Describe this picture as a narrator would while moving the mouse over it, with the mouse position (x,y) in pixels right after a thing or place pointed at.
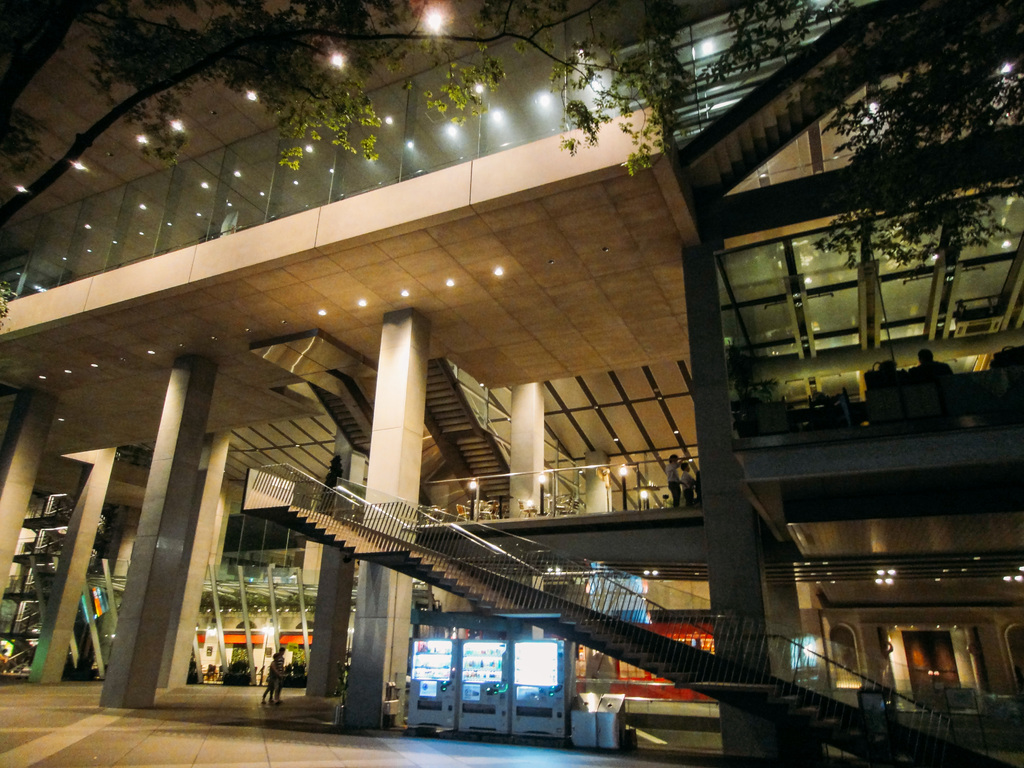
In this image I can see a building (464,352) and in the front of it I can see stairs (379,522). On the bottom side of the image (552,644) I can see few white colour things (458,651). I can also see number of lights (270,628) on the top (19,192), in the centre (640,497) and on the right side of this image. I can also see few people (282,670) on the bottom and on the right side of this image (690,502). On the top side of this image (931,42) I can see few trees (994,26).
